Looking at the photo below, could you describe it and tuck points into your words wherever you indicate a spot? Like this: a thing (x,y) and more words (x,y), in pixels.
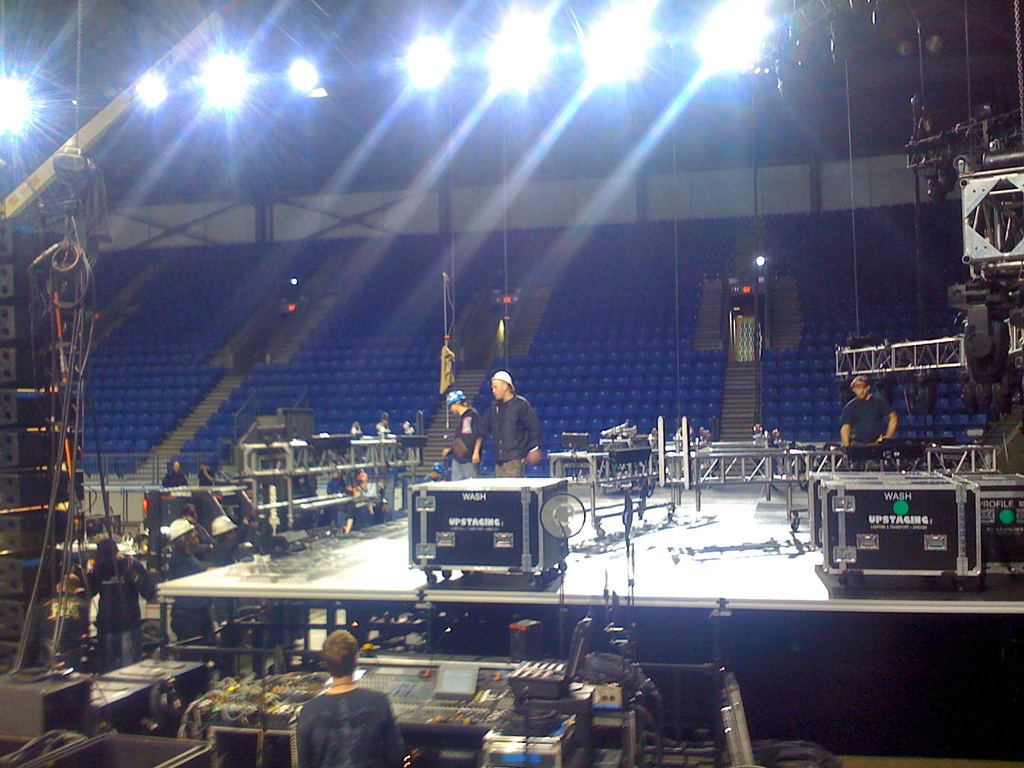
Here we can see people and we can see devices (232,730) and cables (646,736). Here we can see stage (289,586) and devices (873,556). Background (648,370) we can see focusing lights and chairs (277,242).
